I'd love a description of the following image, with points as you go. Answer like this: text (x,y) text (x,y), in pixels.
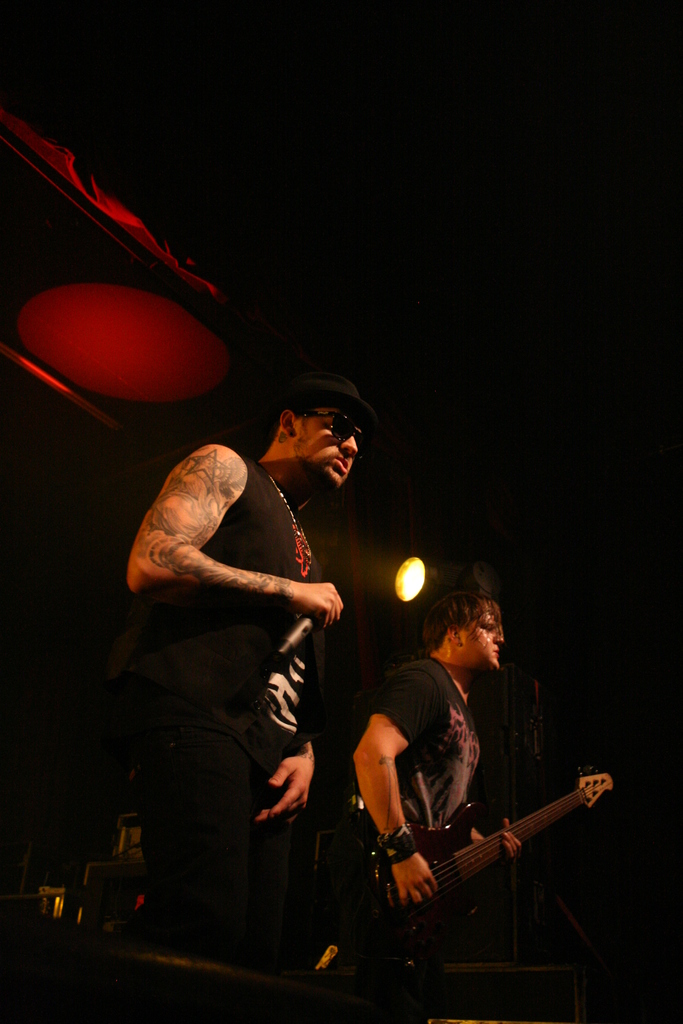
in this picture we can see two persons (427,726) in black costume (403,681), one person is holding a microphone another person (440,656) is holding a guitar (448,844).
